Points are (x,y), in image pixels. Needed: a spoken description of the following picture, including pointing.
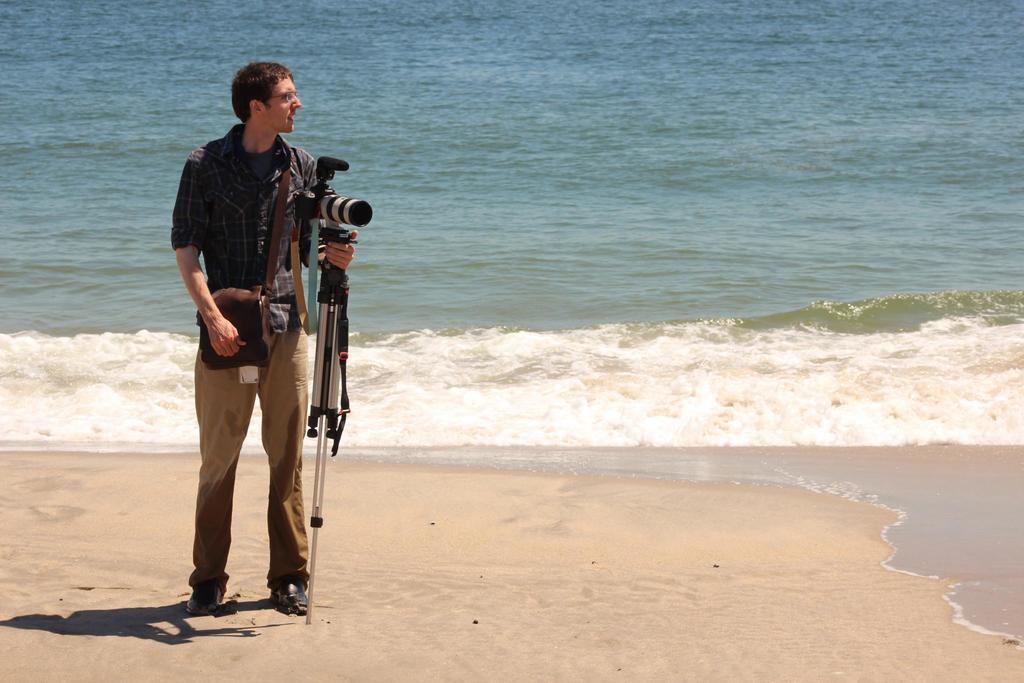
In the picture I can see a person's bag (241,323) and holding the camera stand (342,309). At the bottom of the image (374,540) I can see sand (577,593). In the background (723,157), I can see the water surface (546,167).
